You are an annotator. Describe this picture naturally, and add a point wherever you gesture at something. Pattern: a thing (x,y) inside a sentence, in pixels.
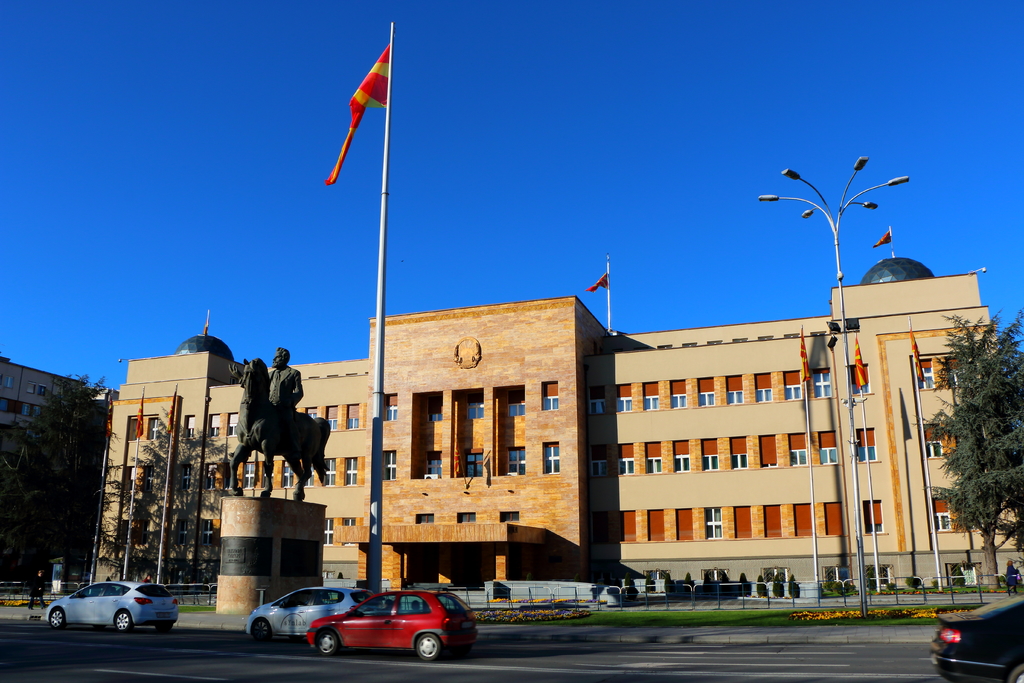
This picture shows buildings (25,379) and we see few flagpoles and we see trees (960,450) and a statue (255,446) of a man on the horse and we see cars (53,618) moving on the road (9,675) and people (39,573) walking on the sidewalk (19,607) and we see pole lights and a blue sky (515,181).
